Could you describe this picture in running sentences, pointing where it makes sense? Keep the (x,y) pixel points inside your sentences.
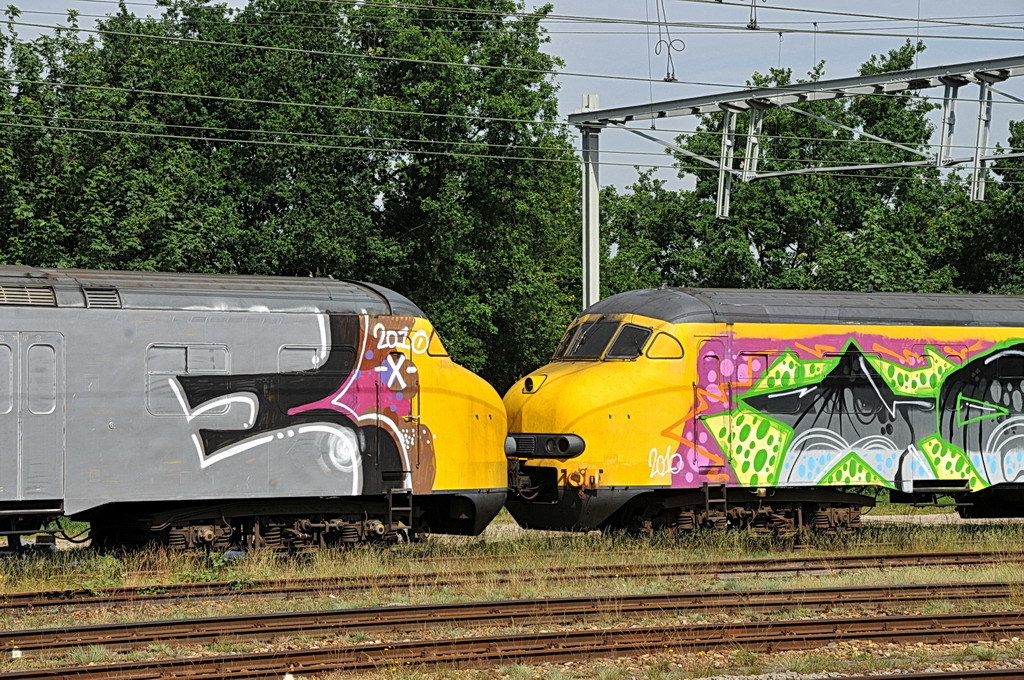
In this image we can see two trains (680,427) are on the railway tracks (543,647). Background of the image (527,243) trees (370,211) are present. Right top of the image (805,99) electric wires (740,29) and pole (796,98) is present.
